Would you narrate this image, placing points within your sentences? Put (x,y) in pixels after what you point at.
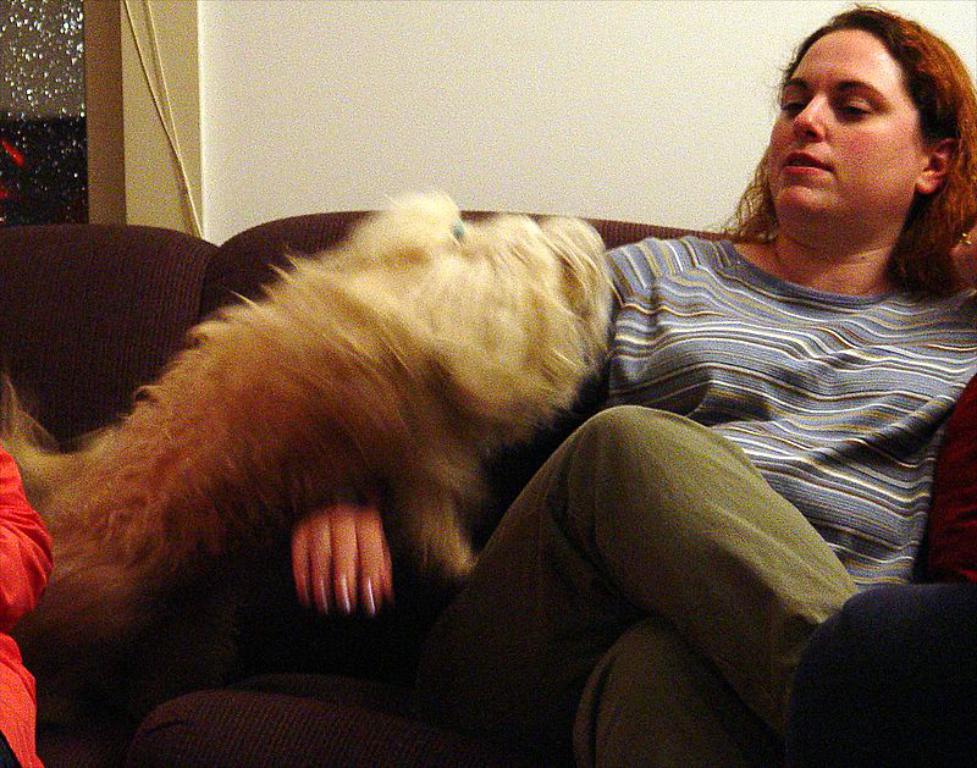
here in this picture we can see woman (691,399) sitting on a sofa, with a dog (464,349) on her right hand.
